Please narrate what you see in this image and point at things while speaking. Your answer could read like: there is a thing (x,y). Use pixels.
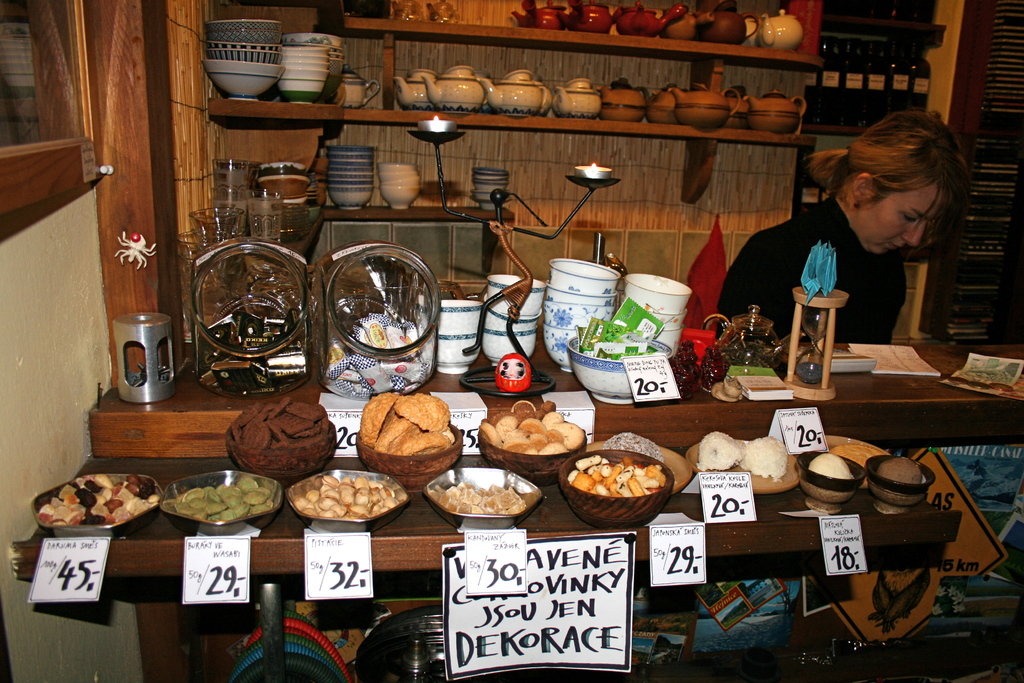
In the picture we can see a shop (905,533) with some desks (927,531) on it, we can see bowls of cookies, nuts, candies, dry fruits (87,496) and behind it, we can see a woman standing and working and behind her we can see some racks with bowls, tea pots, and to the desk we can see a jar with candies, candle stand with candles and some bowls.
